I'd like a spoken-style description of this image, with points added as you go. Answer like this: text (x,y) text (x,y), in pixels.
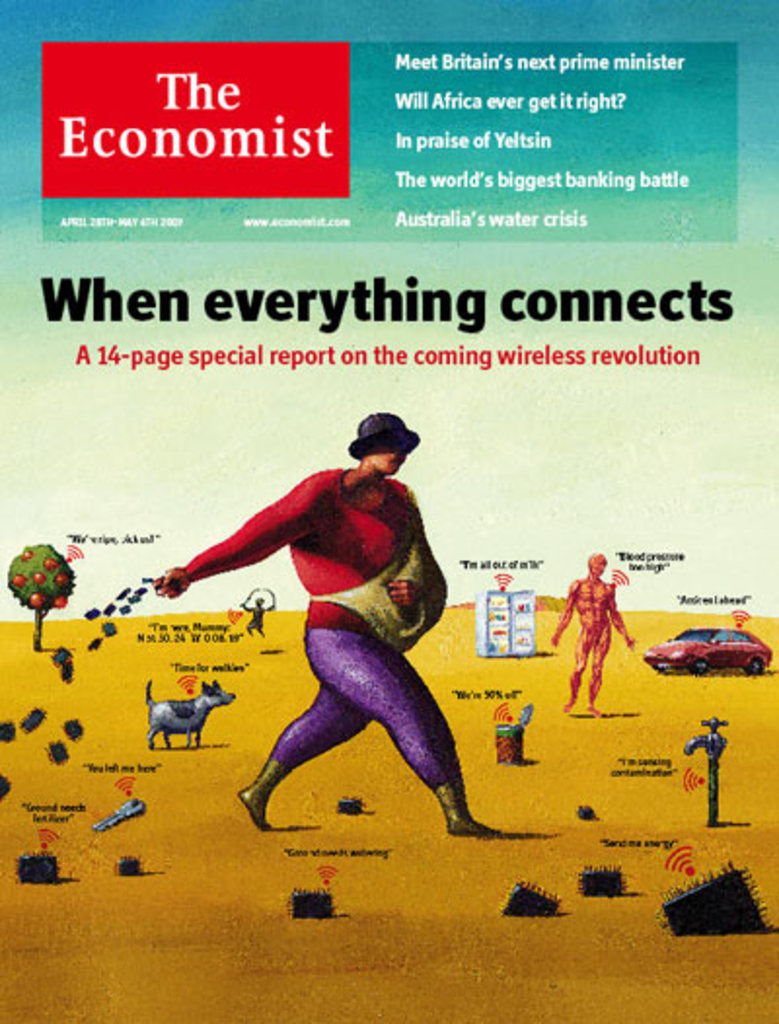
In this image I can see a pamphlet (352,596) and I can see a person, chips (748,902), tap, dog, trees (29,592), vehicle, white box (483,621) and few objects (583,591) on the yellow color surface (490,987). It is colorful.
